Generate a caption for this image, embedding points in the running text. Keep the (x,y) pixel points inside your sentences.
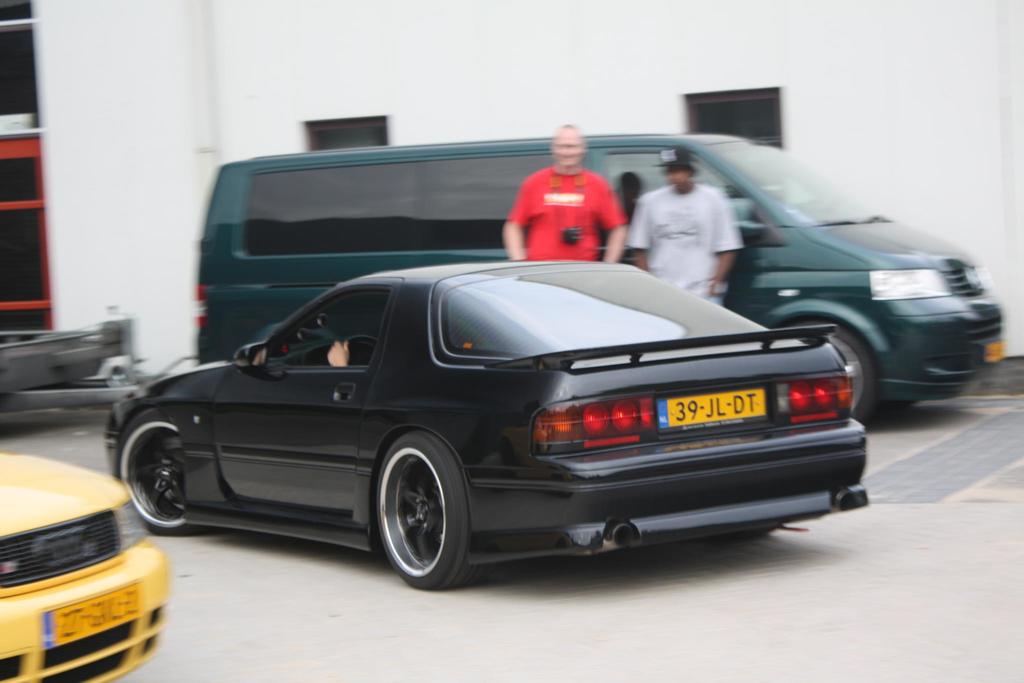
In the center of the image (510,441), we can see vehicles (598,285) and some people (528,227). In the background (345,130), there are buildings (71,147) and at the bottom (805,621), there is road (830,601).
